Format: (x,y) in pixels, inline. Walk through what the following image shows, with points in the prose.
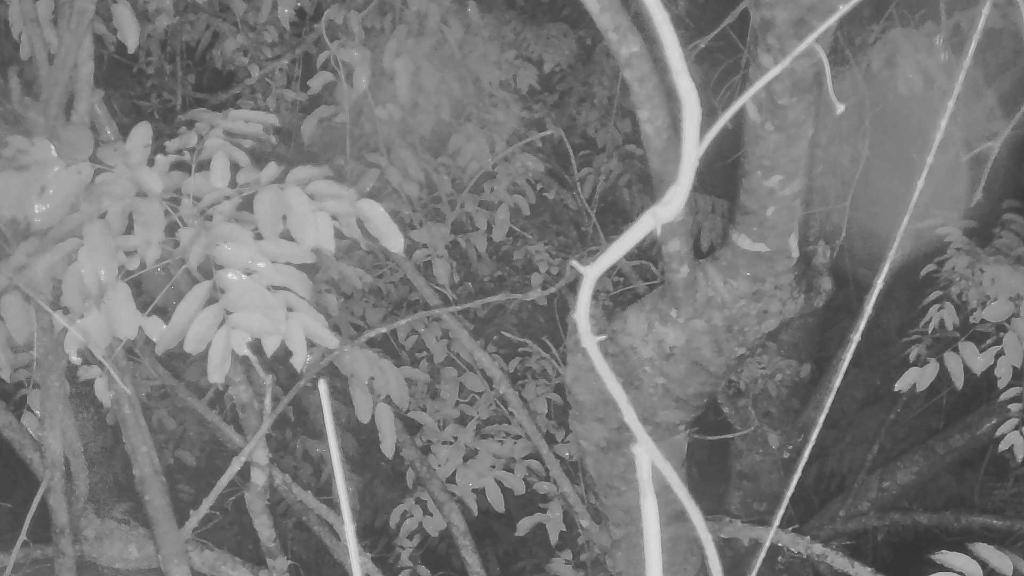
This is a black and white image. In this image we can see branches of trees (702,381) with leaves (310,190).
